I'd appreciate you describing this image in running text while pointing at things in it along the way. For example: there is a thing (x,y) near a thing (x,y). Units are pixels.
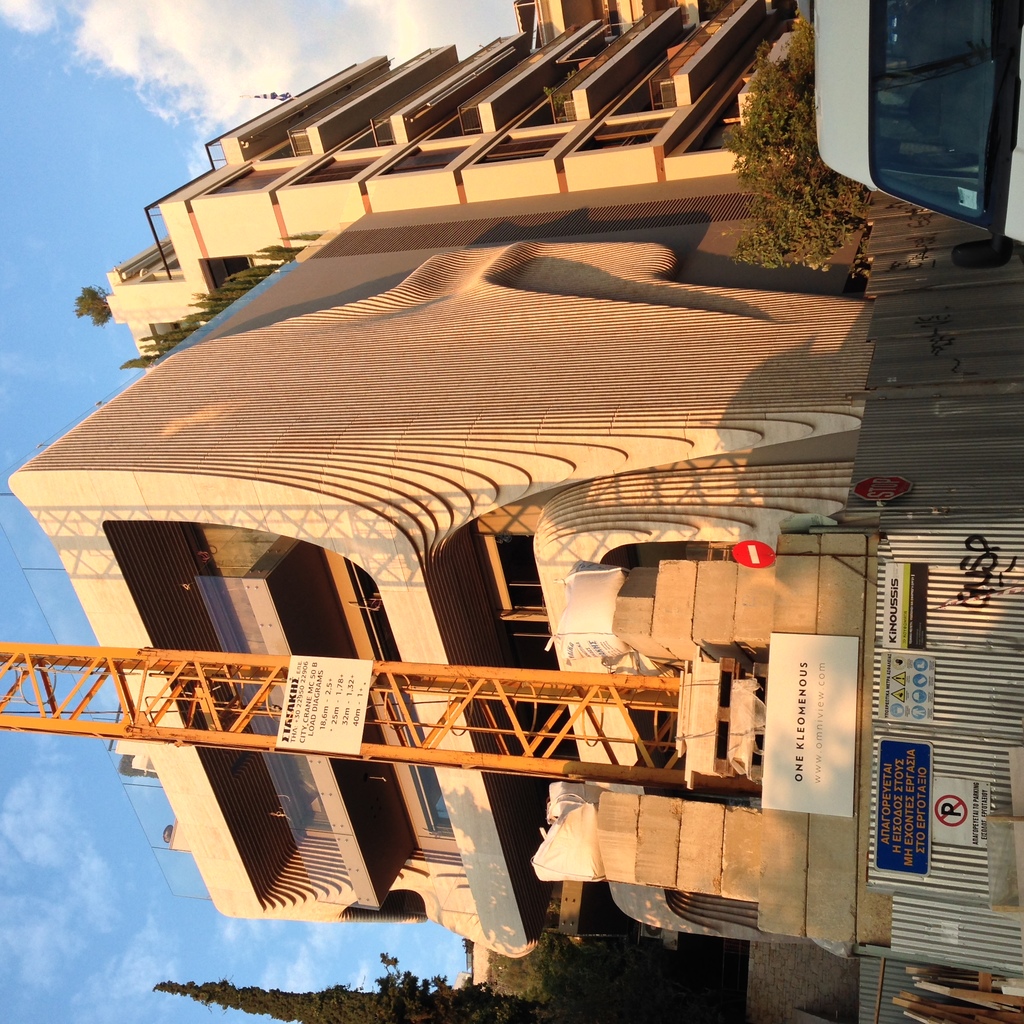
This image is in left direction. On the right side (947,158), I can see a vehicle (941,104). In the middle of this image (611,558) I can see a building (533,434). In front of this building (554,464) I can see a pole (534,766) and some plants (751,174). On the left side (51,894), I can see the sky (6,449) and clouds (233,54).
